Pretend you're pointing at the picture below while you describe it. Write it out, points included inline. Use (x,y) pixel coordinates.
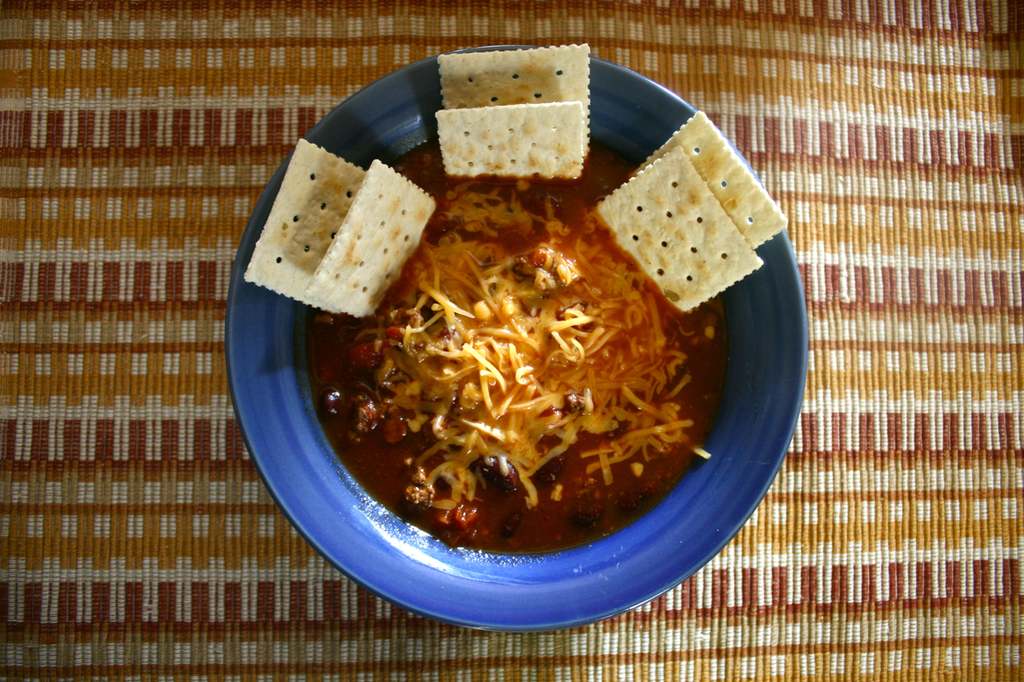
In the picture we can see a blue color bowl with some food item (474,445) and it is placed on the mat surface (1001,459).
